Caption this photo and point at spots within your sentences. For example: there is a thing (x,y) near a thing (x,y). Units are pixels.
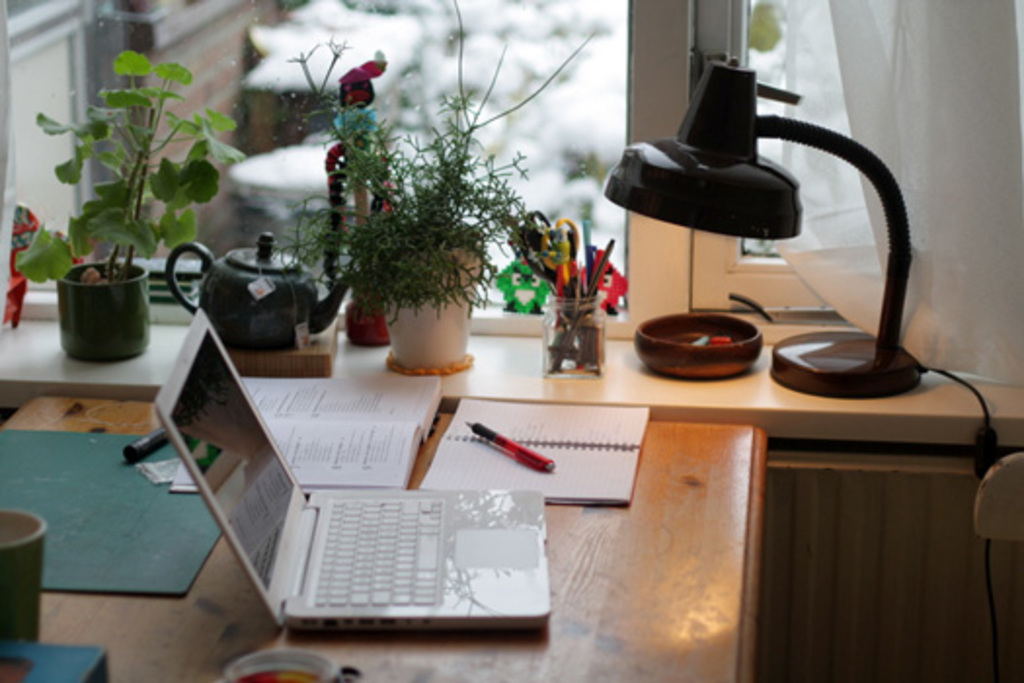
In this image there is one table (111,421) on that table (180,610) there is one laptop (233,452) and two books (448,451) and pens (515,446) and one cup (27,554) is there on the table (110,616). And on the background (51,328) there is one table (40,336) on that table (9,350) there are flower pots (86,314) and plants (393,217) and one light (731,198) and one bowl (707,316) and one jar (583,342) is there, and on the background (479,29) there is a glass window (479,29) and on the right corner (938,117) there is one white curtain (929,160).
